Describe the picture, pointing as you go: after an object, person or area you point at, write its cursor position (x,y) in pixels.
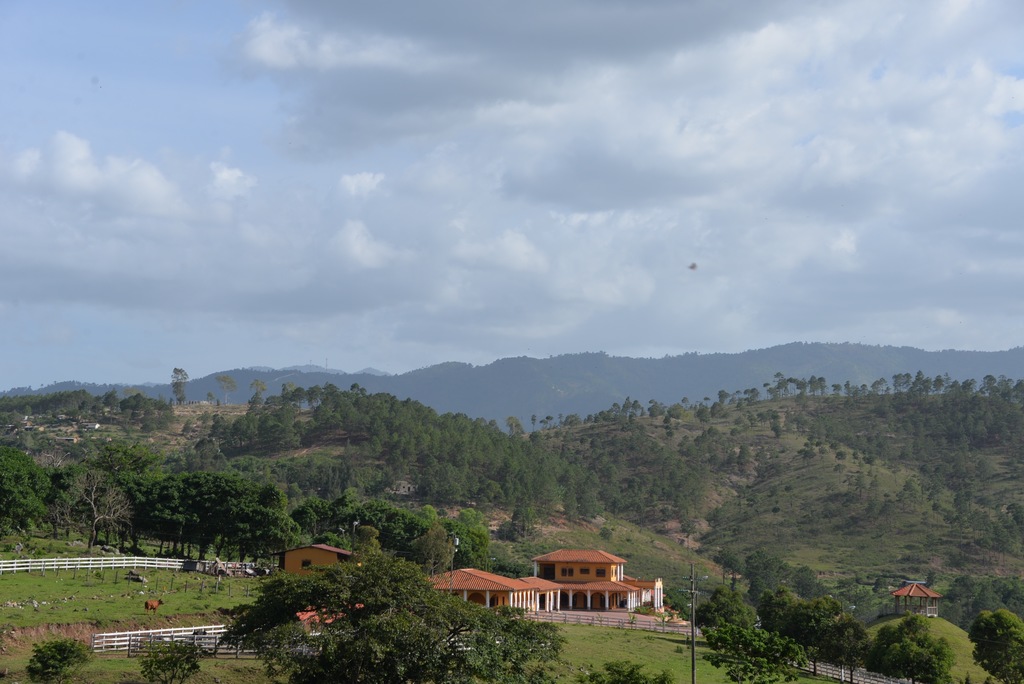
In this image we can see the white color fencing (184,639), houses (600,590), grass (95,591) and trees (964,459) on the mountains (338,406). The sky (297,189) is covered with clouds (386,169).
